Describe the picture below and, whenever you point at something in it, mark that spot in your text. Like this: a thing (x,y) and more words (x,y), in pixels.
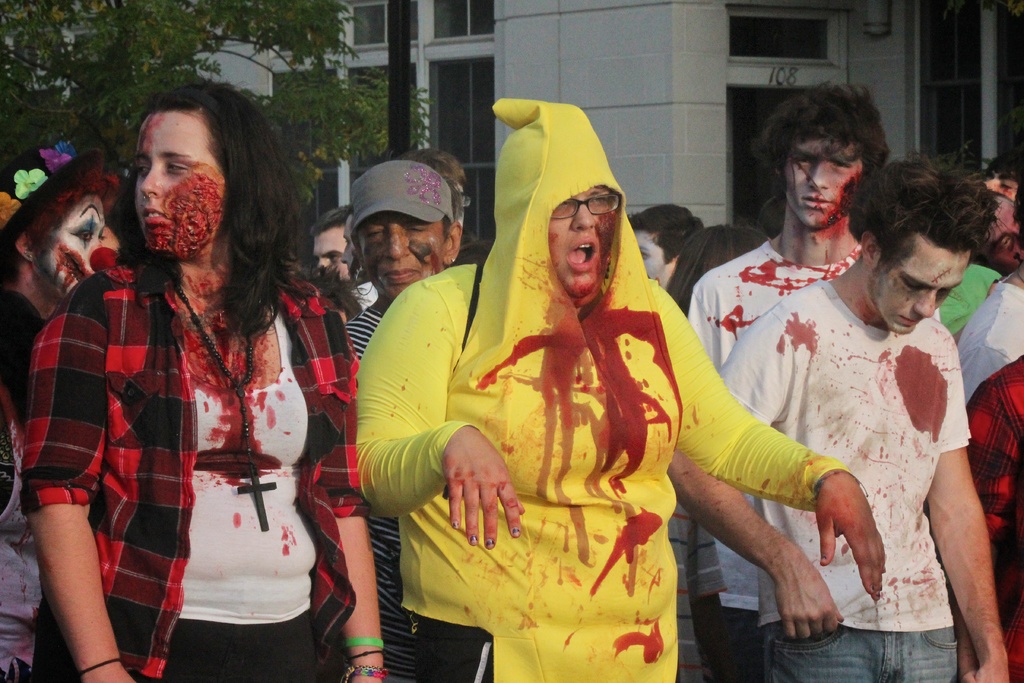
In this image there are group of people (411,366) in fancy dresses (316,474) are standing, and in the background (840,21) there is a building (820,7), trees (360,82), pole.
